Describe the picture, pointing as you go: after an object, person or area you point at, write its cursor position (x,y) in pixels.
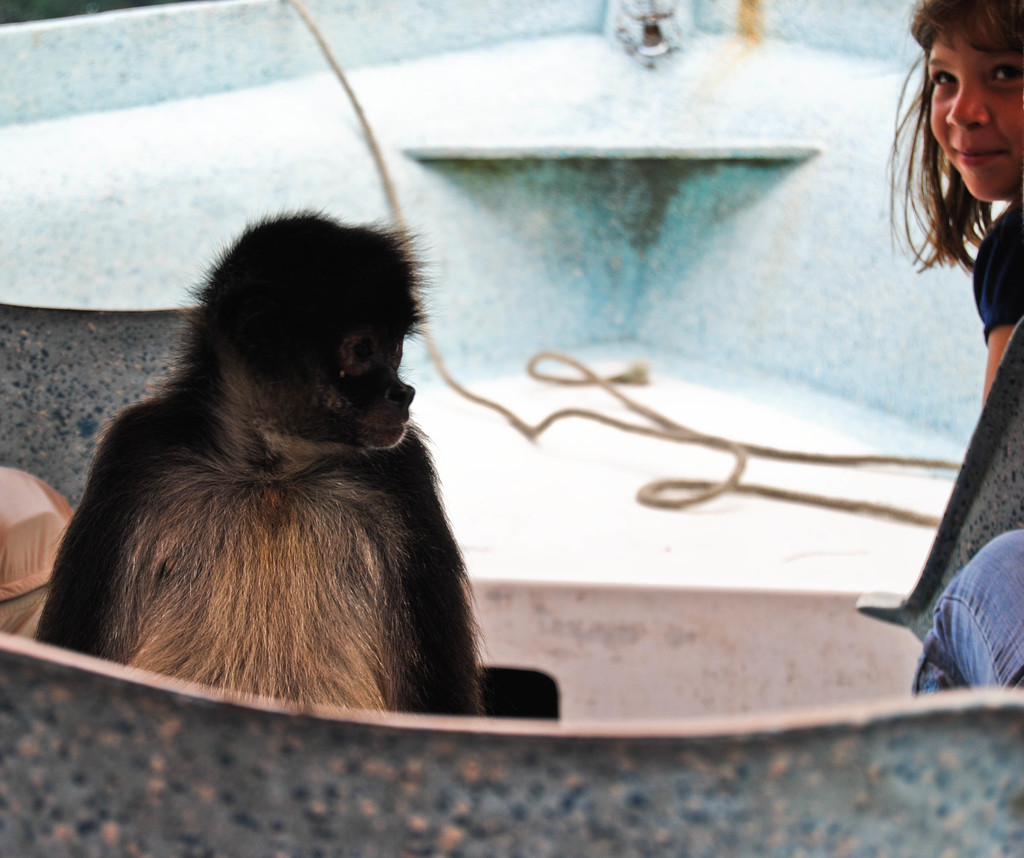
This is the picture of a place where we have a monkey (260,473) and to the side there is a kid (934,175) and also we can see a rope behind the monkey (341,247).
